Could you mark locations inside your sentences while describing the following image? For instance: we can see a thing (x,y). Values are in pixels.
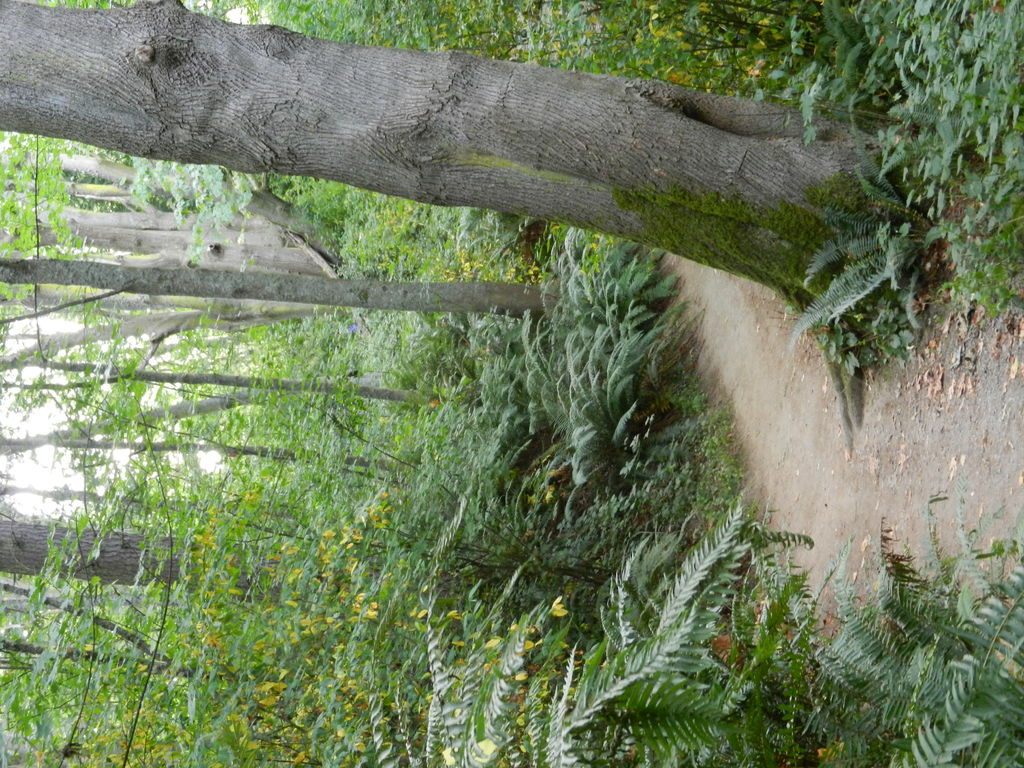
In the picture we can see the surface (664,606) with plants (664,606) and trees (323,293) and near it, we can see a part of the muddy surface (789,465) and from the trees (87,537) we can see the part of the sky (45,460).
